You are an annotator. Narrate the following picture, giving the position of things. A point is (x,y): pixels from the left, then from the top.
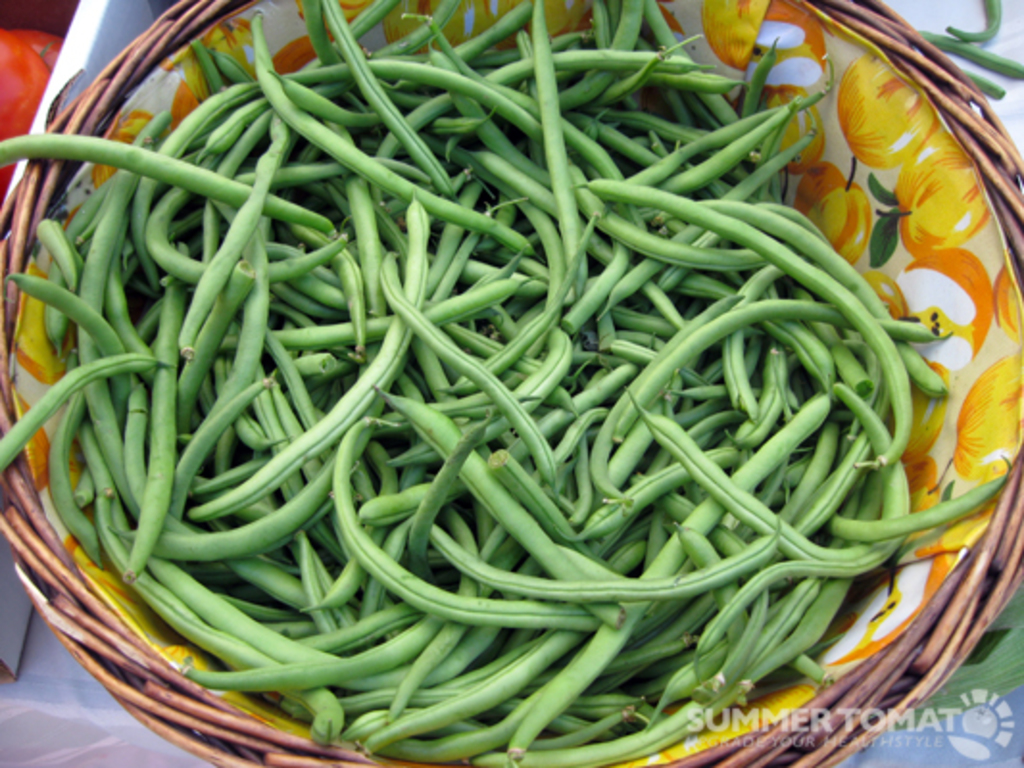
In this picture there is a basket (1,240), in the basket (14,337) there are beans (221,332). On the left (44,63) there is an object (56,51).
